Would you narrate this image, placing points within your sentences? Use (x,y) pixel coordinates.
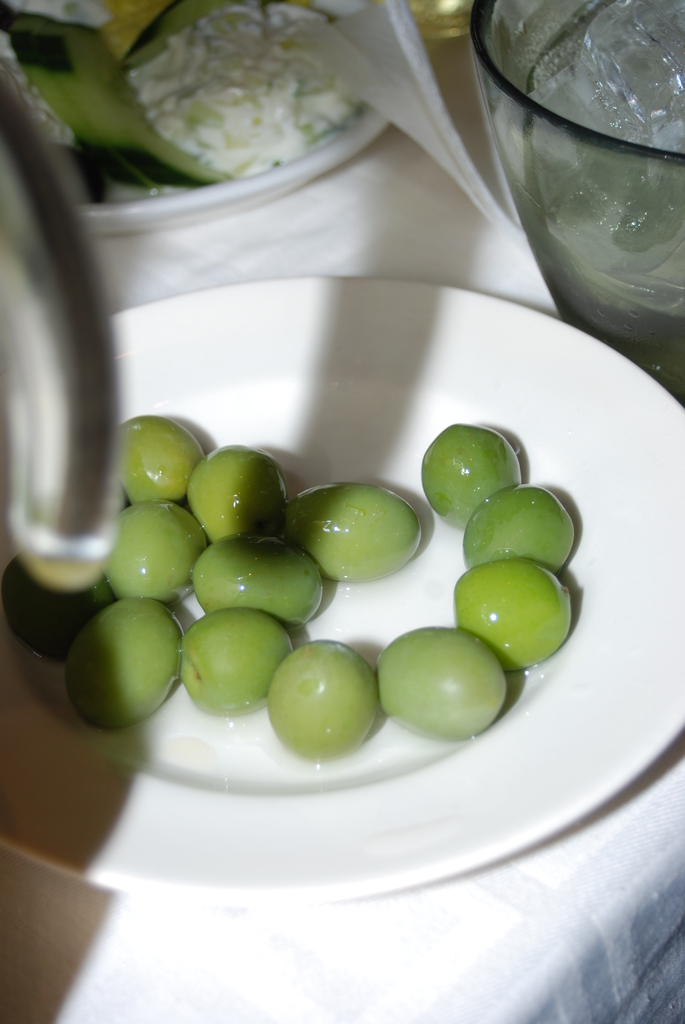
In this image we can see the green color food items (557,551) in the white plate (404,795) which is on the white table (400,945) and there is also a glass (605,136) with ice (602,76). Image also consists of other food items (267,65) on the white plate (281,176).
